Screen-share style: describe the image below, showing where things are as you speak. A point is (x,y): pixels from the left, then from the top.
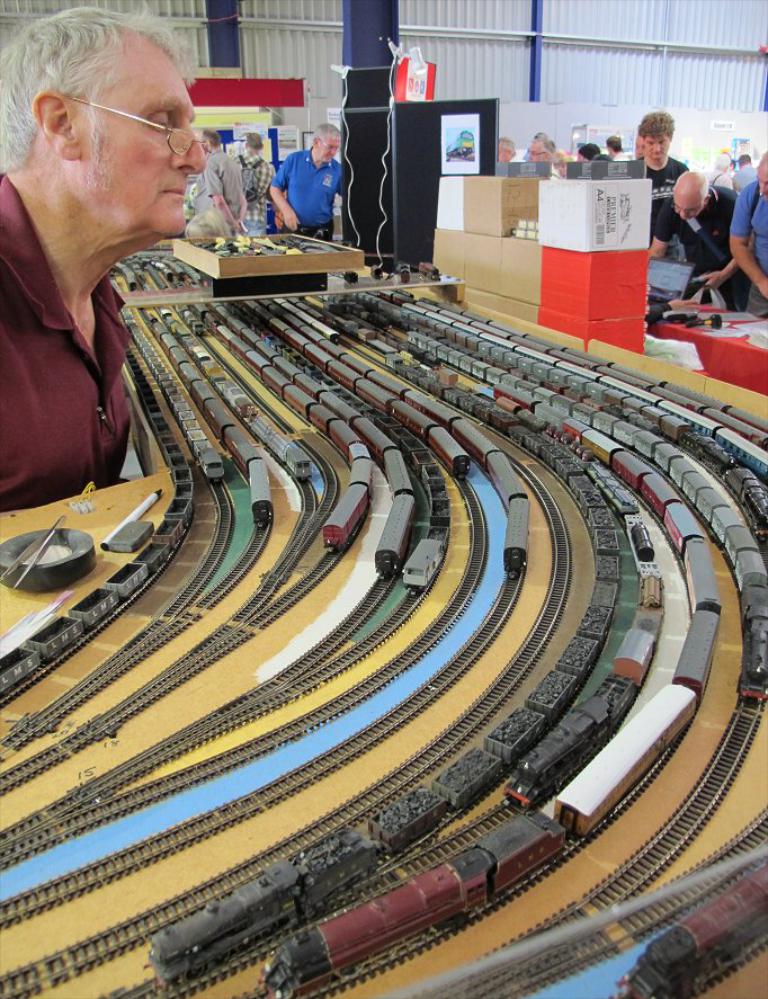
At the bottom of the image (288,973) on the table (241,476) there are toy trains (411,920) with train tracks (457,665). And also there are few other items (47,562) on the table (271,469). On the left side of the image (122,343) there is a man (70,159) with spectacles (123,115). In the background (516,229) there are cardboard boxes (523,212), tables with papers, pillars (387,49) and walls (754,110) with posters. And also there are few people (278,179) standing.
